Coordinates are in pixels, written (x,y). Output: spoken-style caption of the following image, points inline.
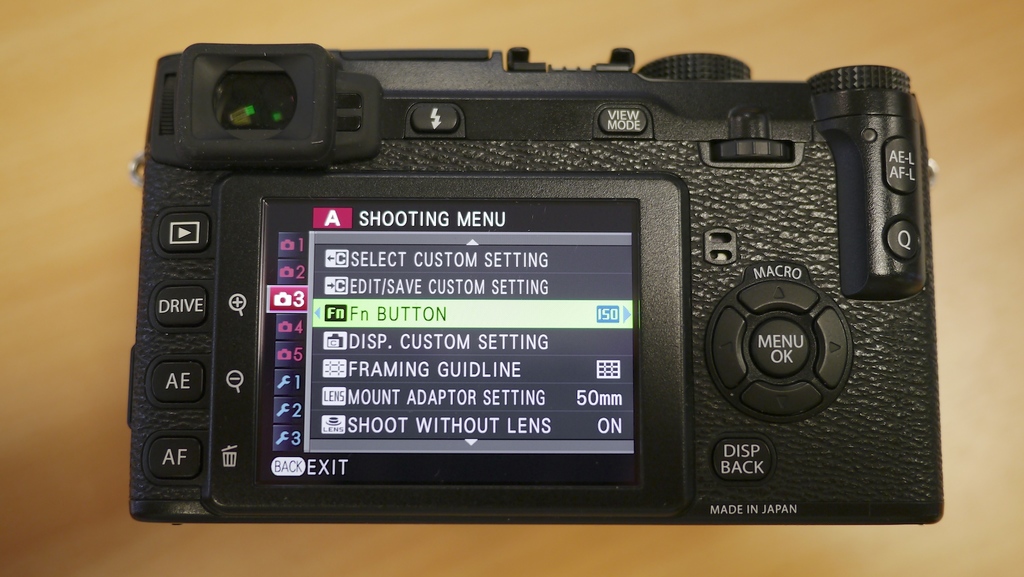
In this picture we can see a camera (390,471) on a platform (64,440), on this camera (843,322) we can see a screen (596,263), on this screen (584,257) we can see some text (415,373) and symbols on it.
